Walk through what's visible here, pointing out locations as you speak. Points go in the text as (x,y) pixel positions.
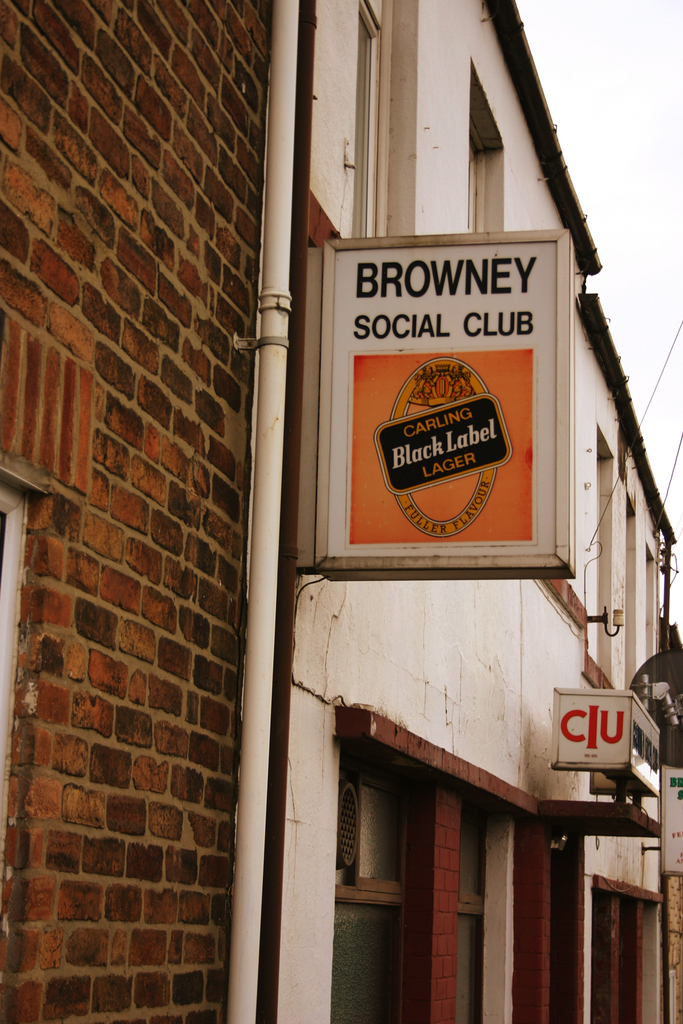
In this picture we can see the sky (648,74), brick wall (30,244), building (514,136), pipe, boards (505,424) and the lights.
